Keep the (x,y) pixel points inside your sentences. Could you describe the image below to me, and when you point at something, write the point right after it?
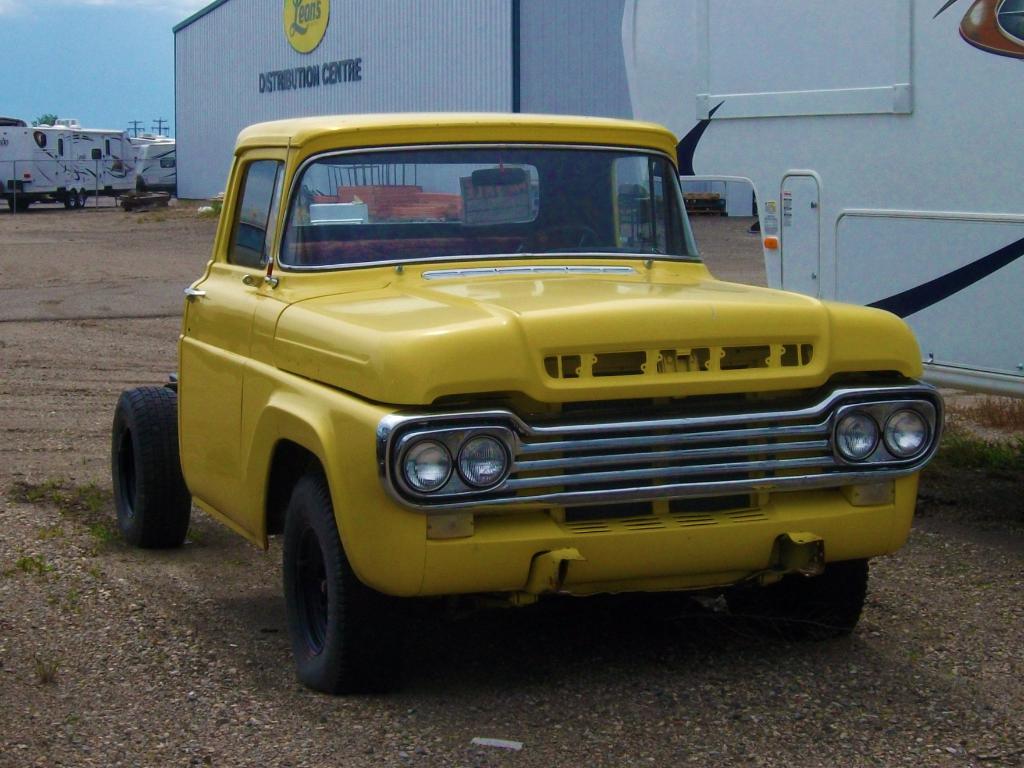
In this picture we can see a yellow color vehicle (661,449) in the front (527,370), in the background (784,125) there are some vehicles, we can see stones (741,680) and grass (98,522) at the bottom (752,695), there is the sky (68,49) at the left top of the picture (68,49).
